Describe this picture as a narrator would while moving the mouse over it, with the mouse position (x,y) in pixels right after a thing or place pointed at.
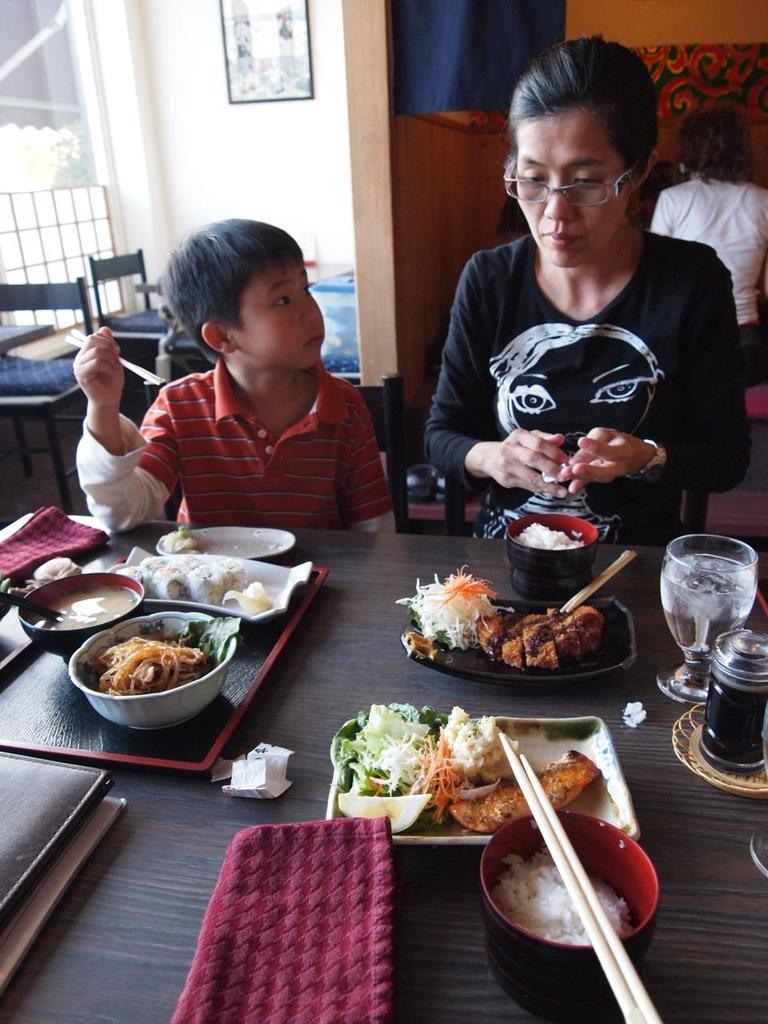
this picture shows a table (14,1023) and a woman (546,488) and a boy (203,502) seated in front of the table (150,526) on the table (164,1009) we see some food (634,707) and glasses (675,539).
